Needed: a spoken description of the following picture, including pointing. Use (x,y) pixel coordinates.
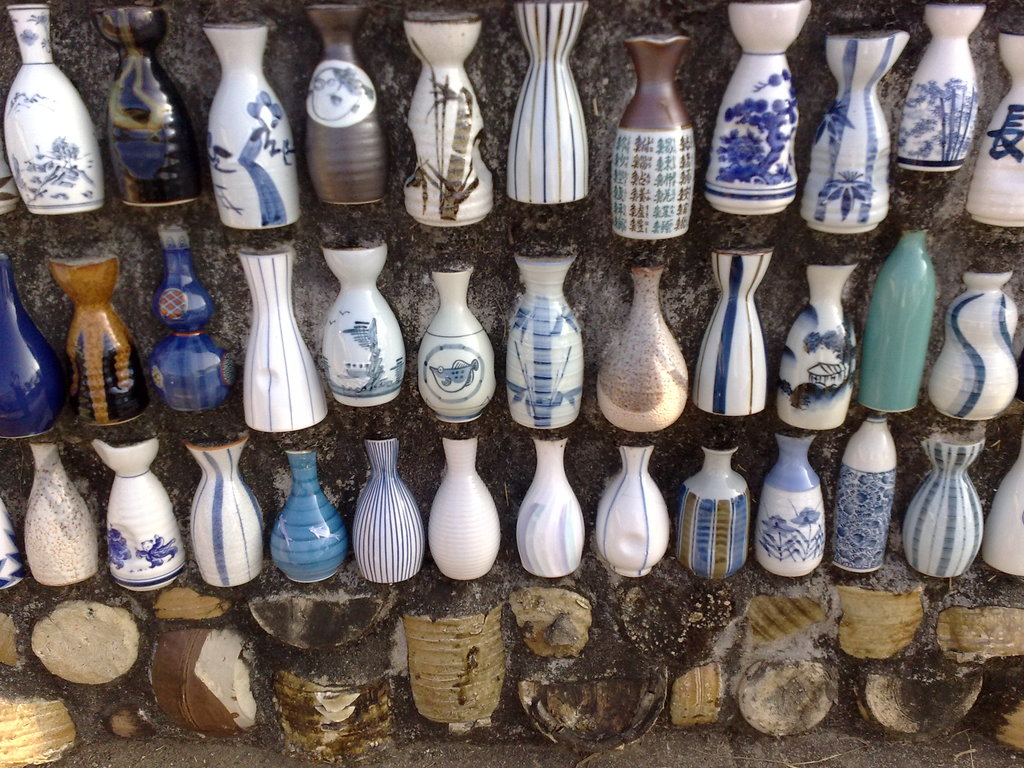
Here we can see vases (716,461). In the background (950,242) there is a wall (594,251).
